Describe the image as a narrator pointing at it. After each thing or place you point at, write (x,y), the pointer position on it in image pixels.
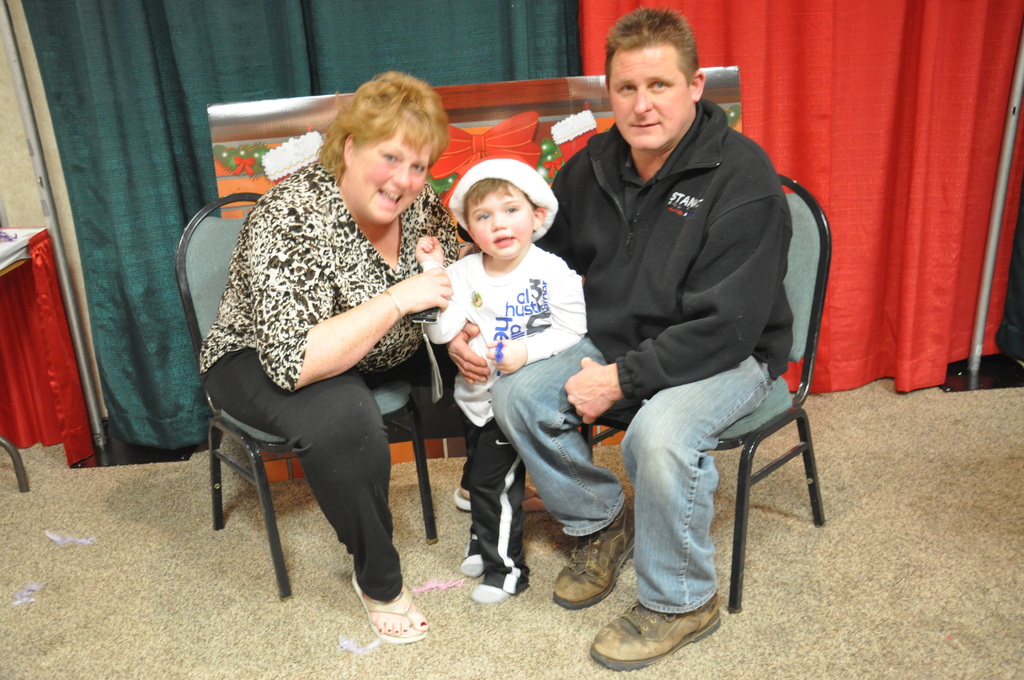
This picture describes about three people (571,221), two people (697,325) are seated on the chair (225,284), one boy (456,291) is standing between them, in the background (982,230) we can see metal rods (1017,126) and curtains (863,120).
